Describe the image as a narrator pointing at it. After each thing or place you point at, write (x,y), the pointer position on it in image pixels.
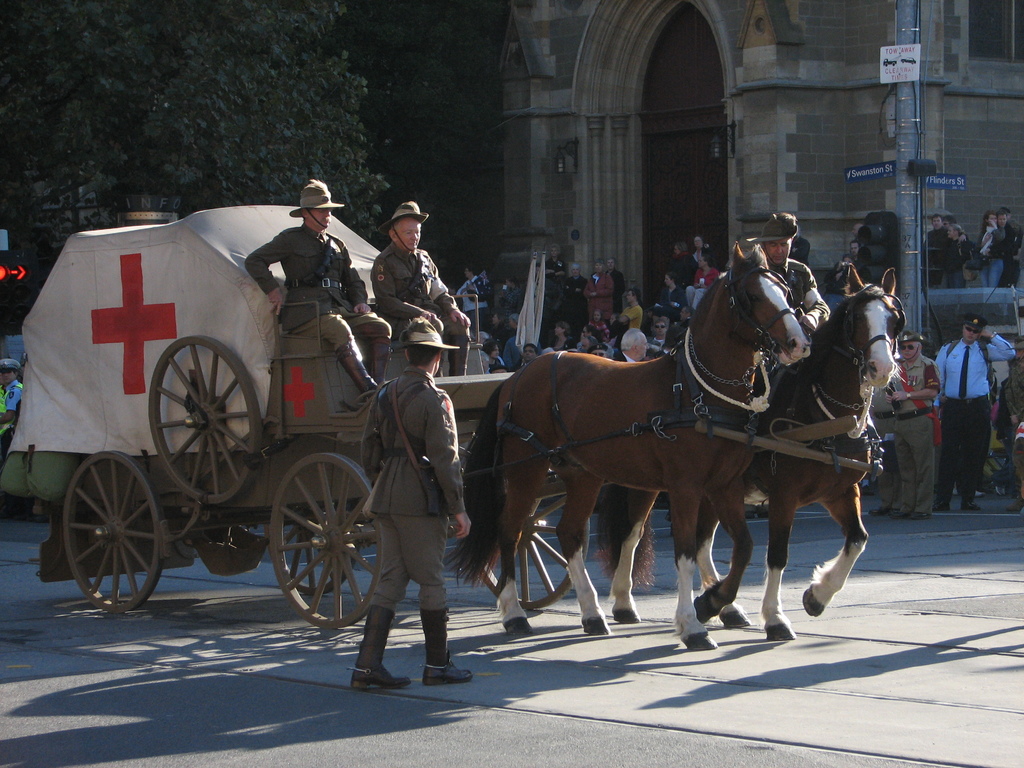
On the horse cart (467,395) there are two persons (337,266) with the uniform (354,283) are sitting. At the back of them there is a white cloth (104,304) with red color plus symbol (129,314) on it. There are two horses (778,390). Beside the horse (773,403) there is a man (420,477) with uniform (391,527) and hat (410,343) on his head (418,359) is standing. In the background (487,345) there are many people (628,295) standing and there is a building (514,253) with door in the middle (643,274). To the right side (910,125) there is a pole (907,175) with posters (871,173) on it. And to the left (200,114) there is a tree (162,115).
